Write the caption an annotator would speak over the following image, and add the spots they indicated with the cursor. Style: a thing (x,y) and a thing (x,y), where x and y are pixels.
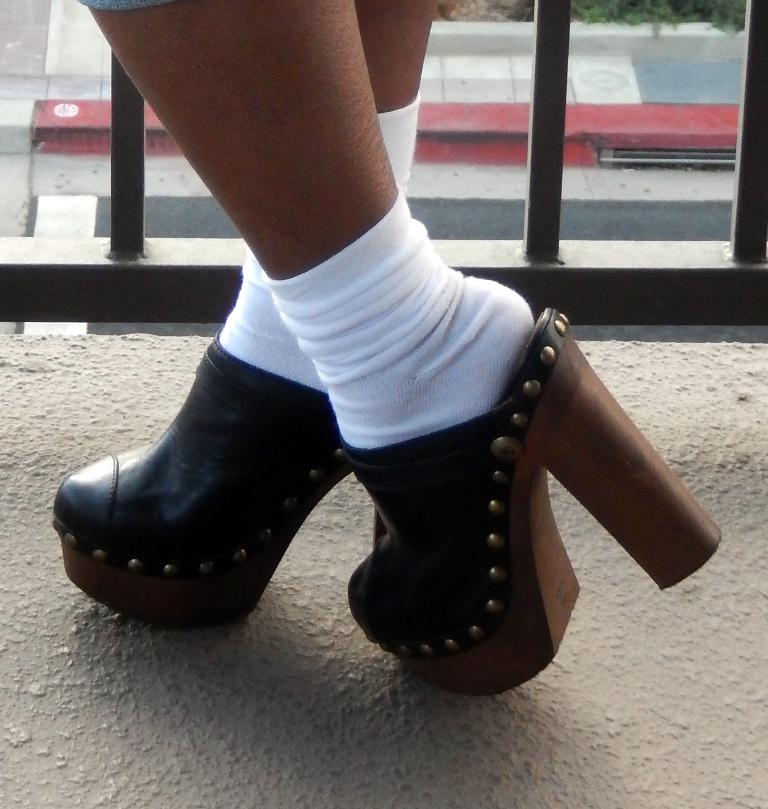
In this picture we can see a person (298,351) wore shoes (461,455), beside to the person (428,417) we can find few metal rods (552,167).
